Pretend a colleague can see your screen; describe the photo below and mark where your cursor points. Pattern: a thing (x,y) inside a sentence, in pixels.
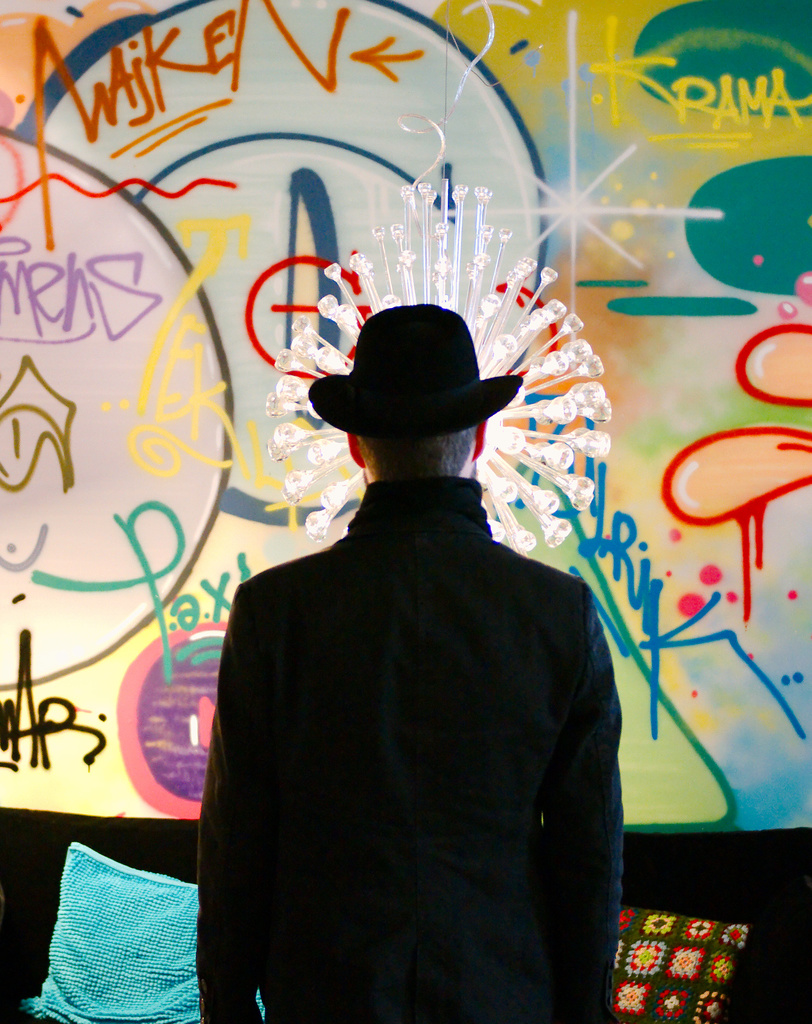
As we can see in the image there is a man (440,824) wearing black color hat (416,406) and black color jacket (373,710). There is sofa (773,934). On sofa (716,854) there are pillows (631,962). There is a wall (700,425). On wall (693,238) there is painting (150,267).
